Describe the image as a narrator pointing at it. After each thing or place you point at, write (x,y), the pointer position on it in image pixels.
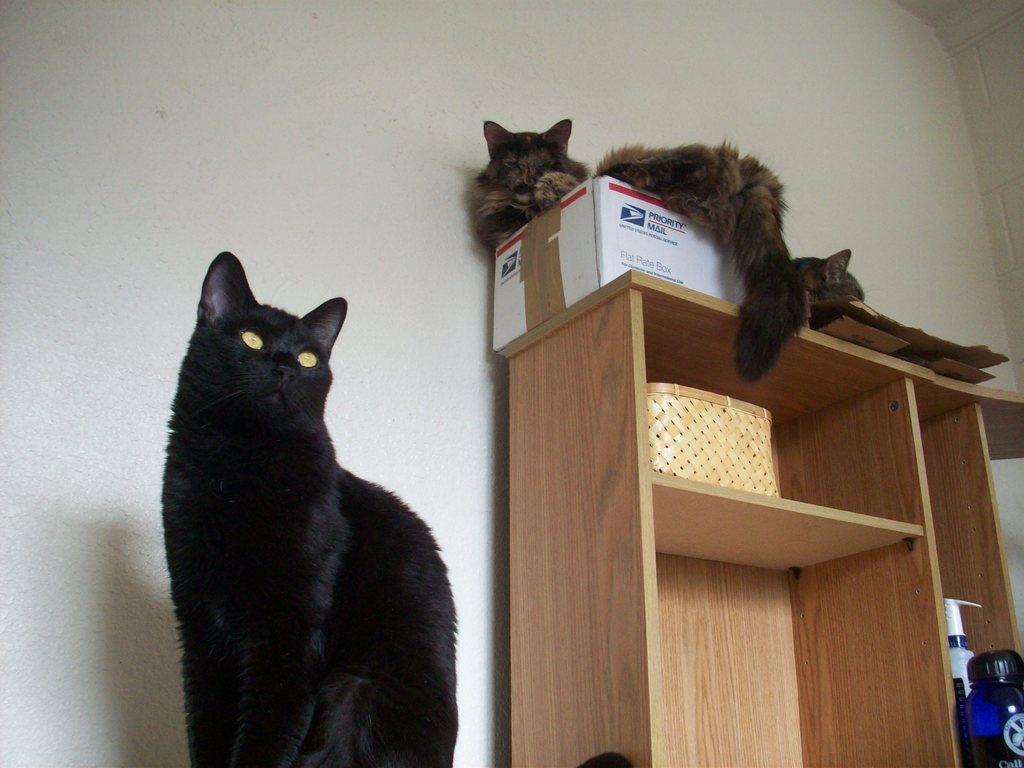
This picture is clicked inside the room (461,635). On the left (323,414) there is a cat (255,461) sitting on an object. On the right (863,566) we can see a wooden cabinet (919,543) containing bottles (951,631) and a wooden basket (717,439) and we can see the cat (569,165) sitting on the top of a box (661,261) which is placed on the top of the wooden cabinet (624,306) and we can see another cat (831,270) seems to be sitting on an object (908,341) which is placed on the top of the wooden cabinet (913,369). In the background (820,124) we can see the wall (587,149) and we can see the text (647,238) on the box (608,264).
